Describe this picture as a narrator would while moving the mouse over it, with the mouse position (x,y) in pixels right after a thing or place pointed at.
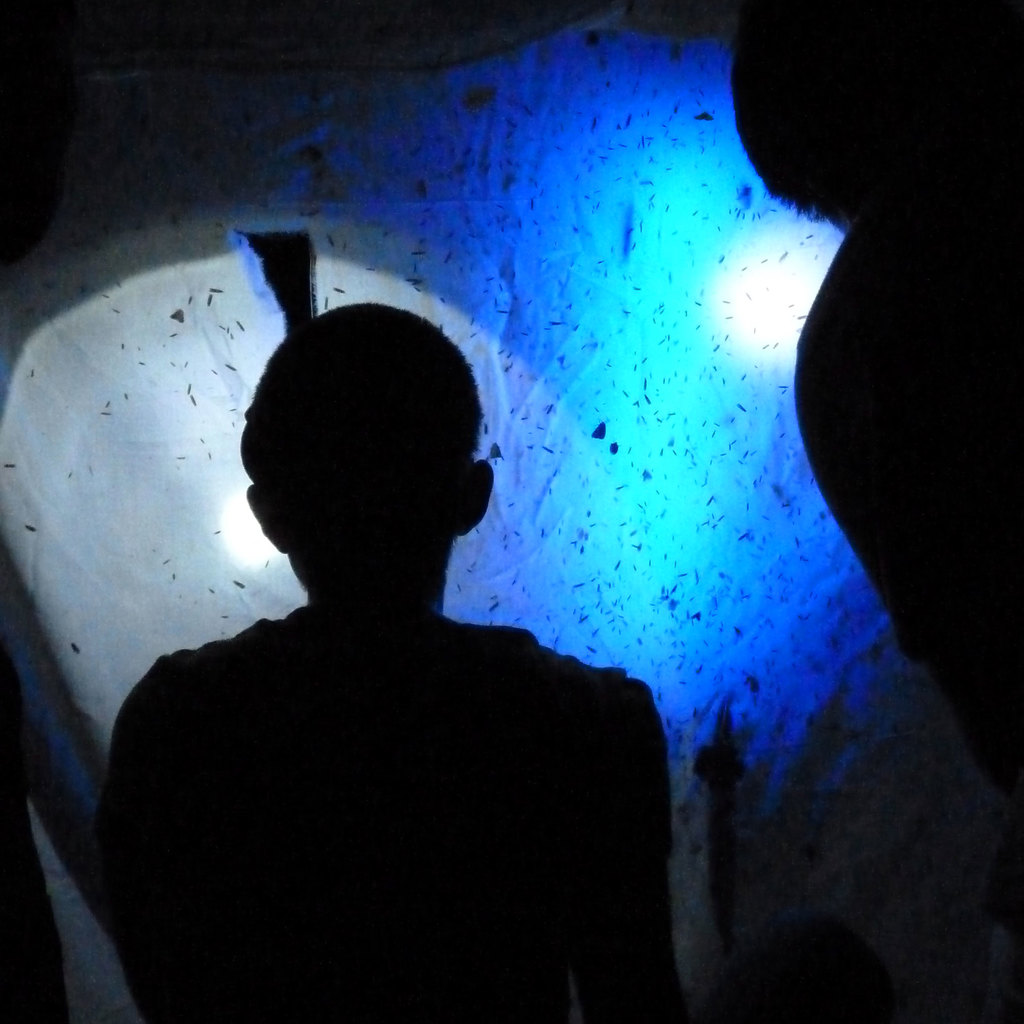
In this picture there are lights (787,271) and two persons (935,382).
